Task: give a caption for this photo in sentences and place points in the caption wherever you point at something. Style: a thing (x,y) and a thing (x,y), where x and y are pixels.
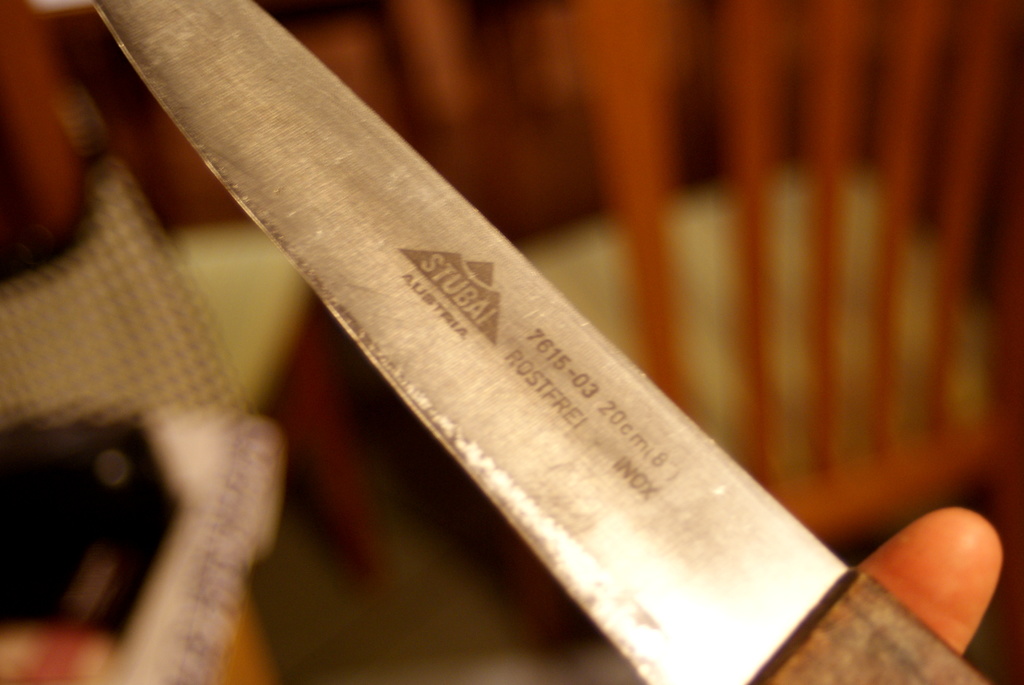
There is a knife (218,46). The background (518,20) is blurred.
